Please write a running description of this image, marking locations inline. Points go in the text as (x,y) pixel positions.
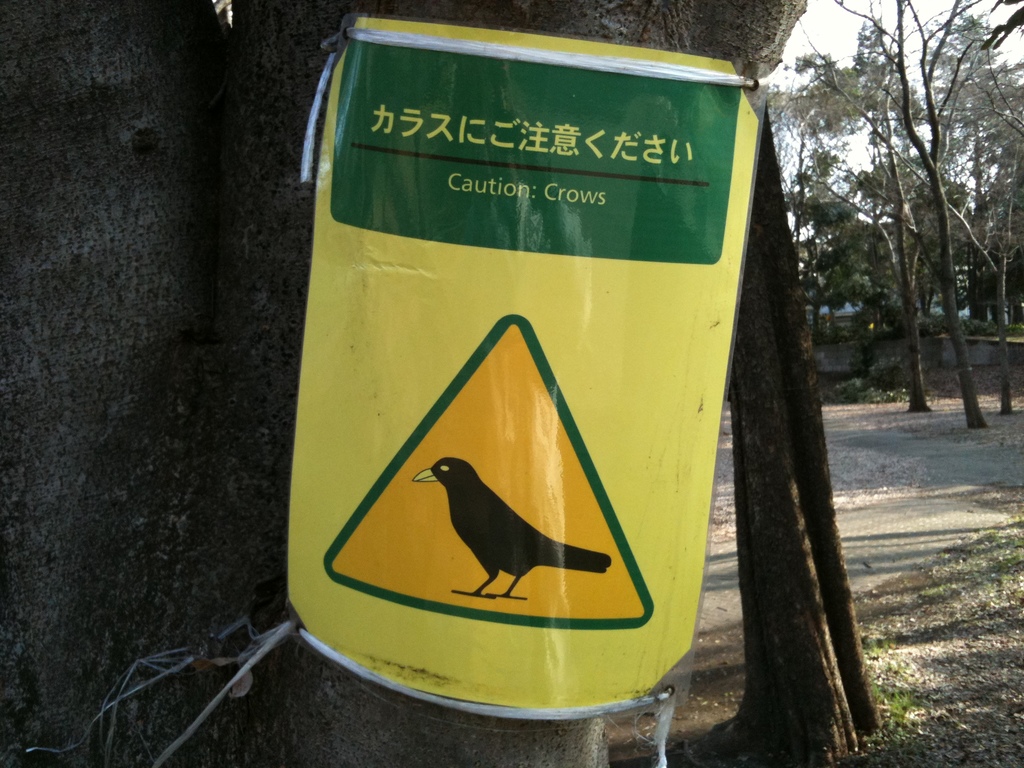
In this image in the front (457,464) there is a poster (458,388) with some text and image (460,515) on it. In the background (919,149) there are trees (836,258) and there's grass (920,663) on the ground (932,627).
